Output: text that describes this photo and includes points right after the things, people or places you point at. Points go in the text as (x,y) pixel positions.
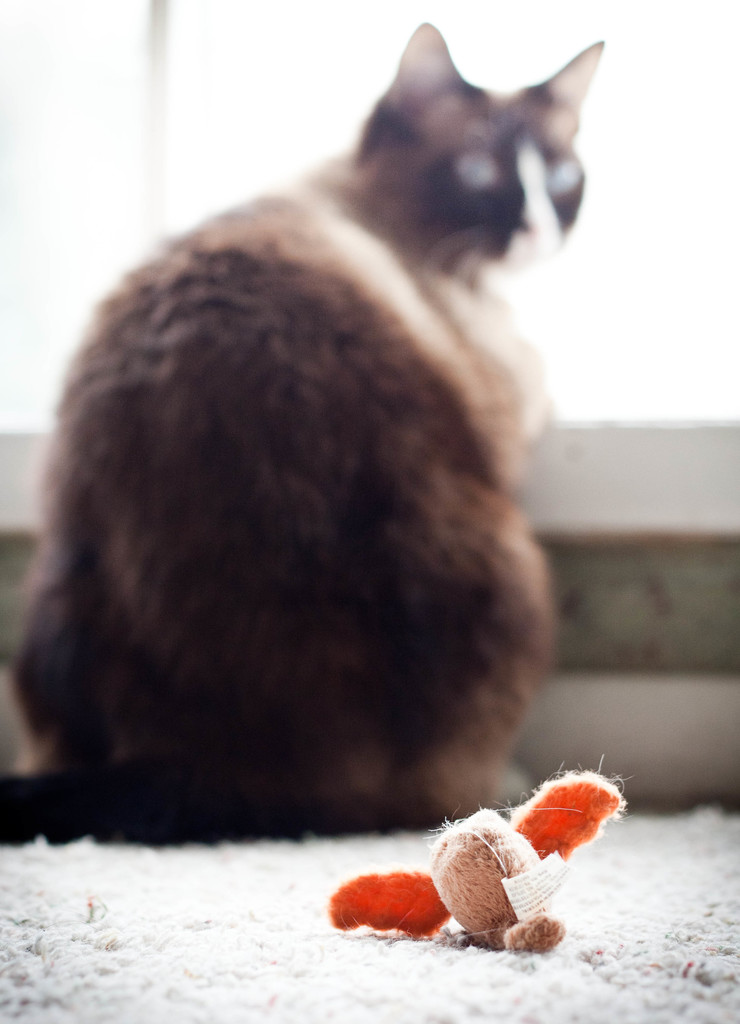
This is a blur image, we can see a cat (333,459).
